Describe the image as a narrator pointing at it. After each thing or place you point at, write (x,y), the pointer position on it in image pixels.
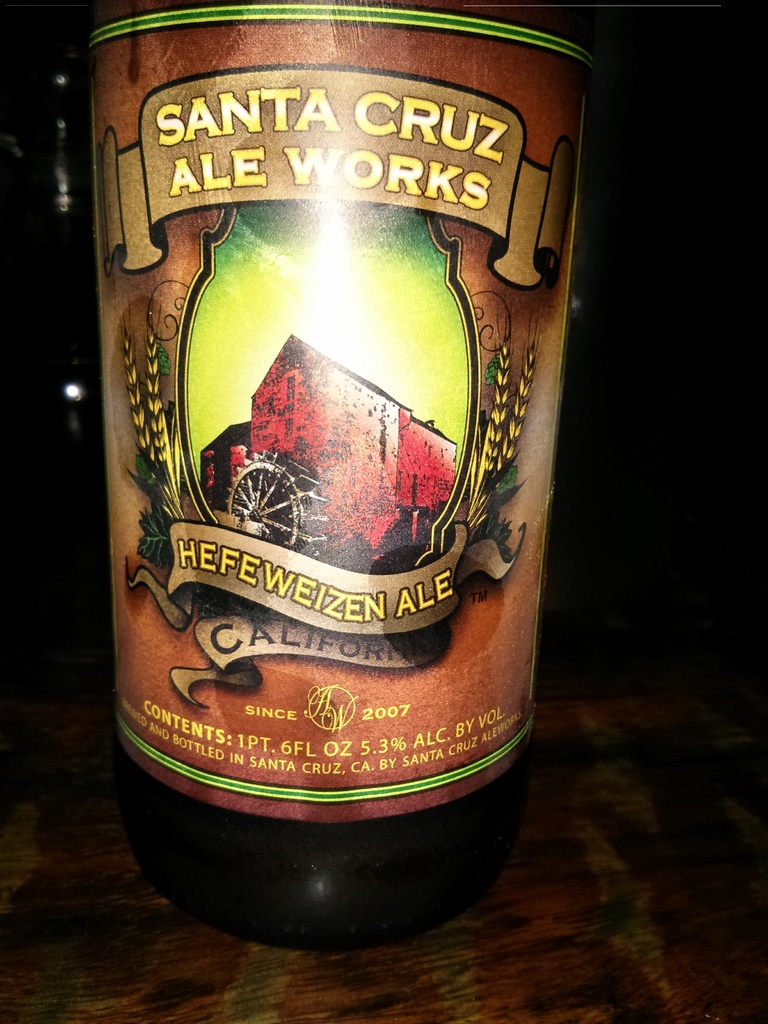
In this picture we can see a sticker (267,404) to a bottle (273,770) and the bottle (249,661) is on an object (251,948). Behind the bottle (267,828), there is a dark background (57,557).
